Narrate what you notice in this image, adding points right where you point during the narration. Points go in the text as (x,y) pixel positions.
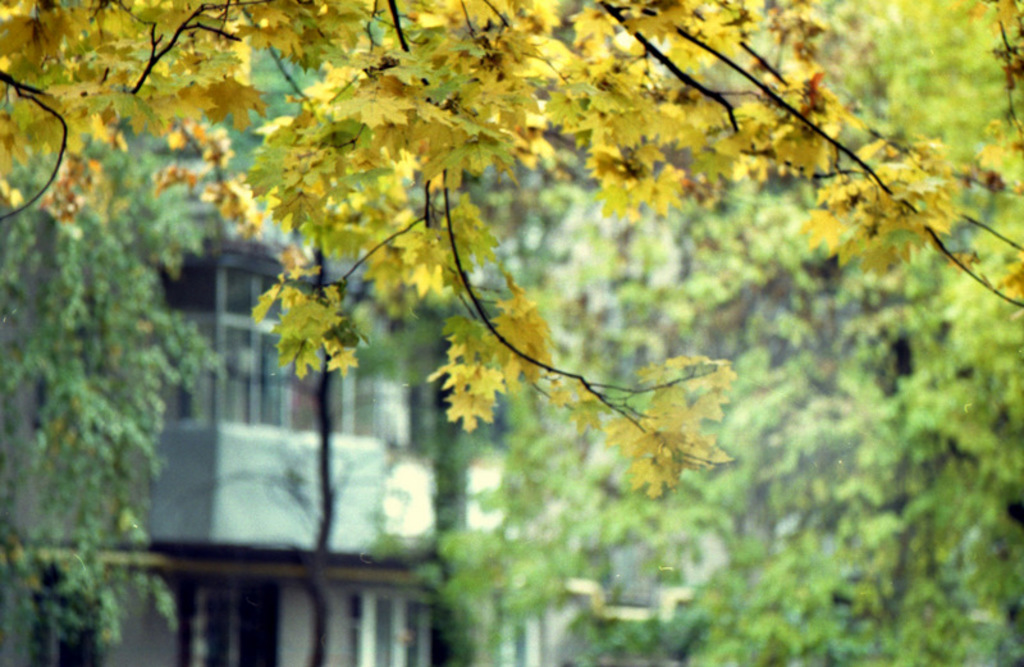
In the foreground of this image (459,148), there are yellow colored leaves (498,134) to a tree (488,59) and in the background (173,351), there are trees (961,551) and the buildings (279,535).
